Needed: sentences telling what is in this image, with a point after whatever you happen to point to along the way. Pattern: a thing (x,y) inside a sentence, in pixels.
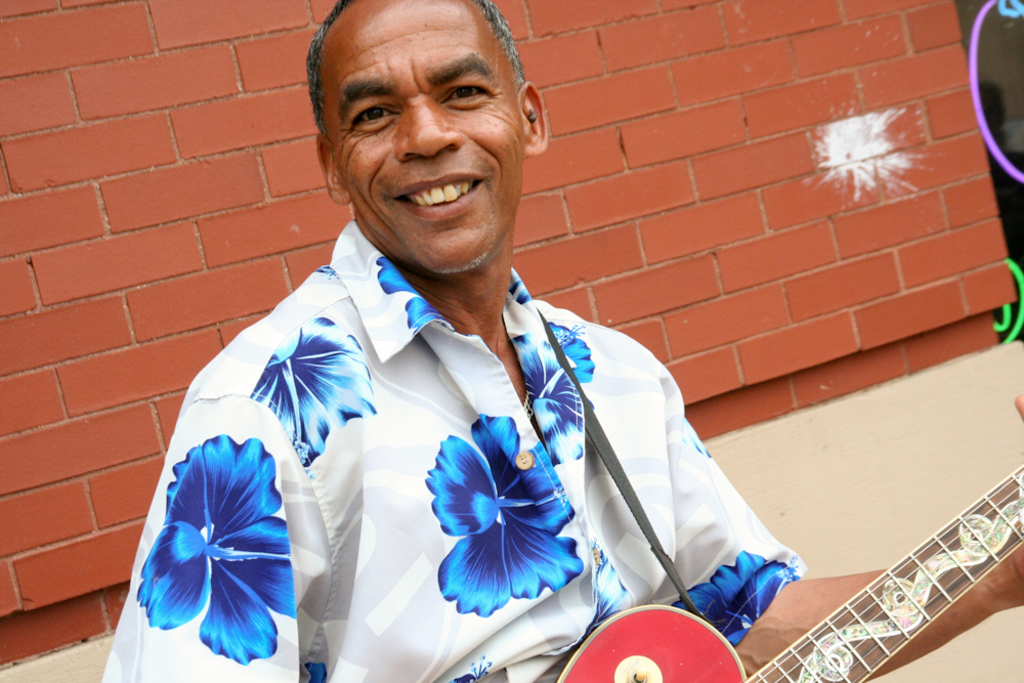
In this image I can see a man (379,309) is holding a guitar (726,654). The man (560,474) is smiling. The man (382,448) is wearing a shirt (290,521) which has blue color flowers design (278,529). In the background (814,214) I can see a brick wall (753,238).
